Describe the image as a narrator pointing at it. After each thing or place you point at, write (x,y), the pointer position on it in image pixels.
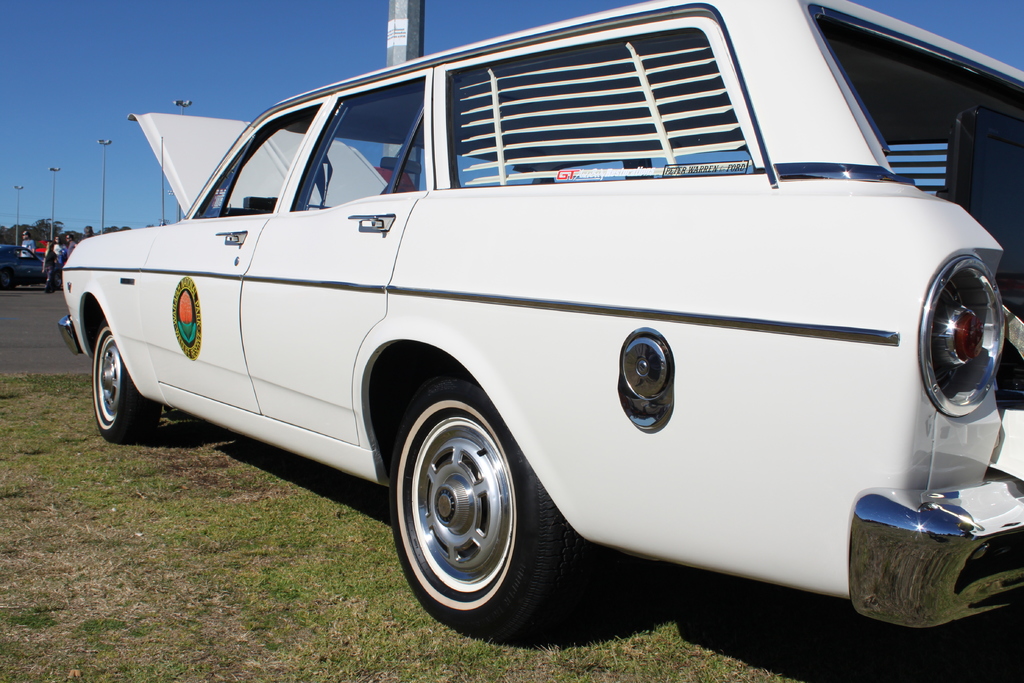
In this picture we can see a white color car (503,302) and a pole (414,47) in the front (413,33), at the bottom (326,603) there is grass (212,575), in the background (58,266) we can see some people (55,278), a car (40,267), poles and trees (81,235), there is the sky (148,198) at the top of the picture (126,213).
